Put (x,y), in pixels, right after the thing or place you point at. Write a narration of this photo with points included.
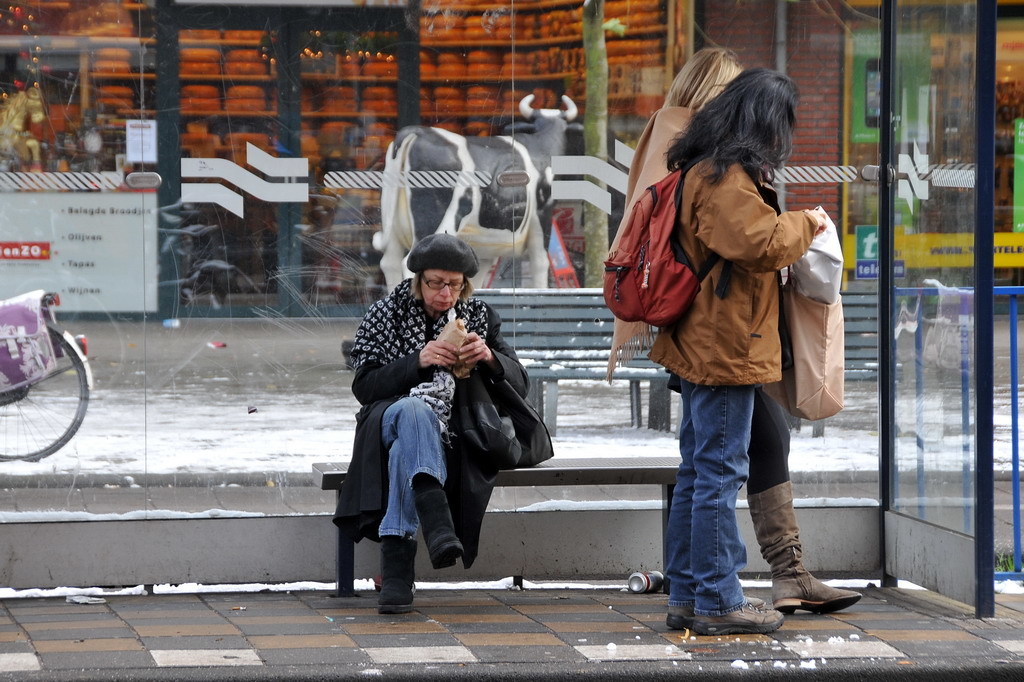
In this image there are two persons (762,437) standing on a footpath (516,640) and a woman (435,463) sitting on a bench (662,473), in the background (490,174) there is a glass (206,153) and bench (555,317), shops (532,43) and a sculpture of cow (455,142).
